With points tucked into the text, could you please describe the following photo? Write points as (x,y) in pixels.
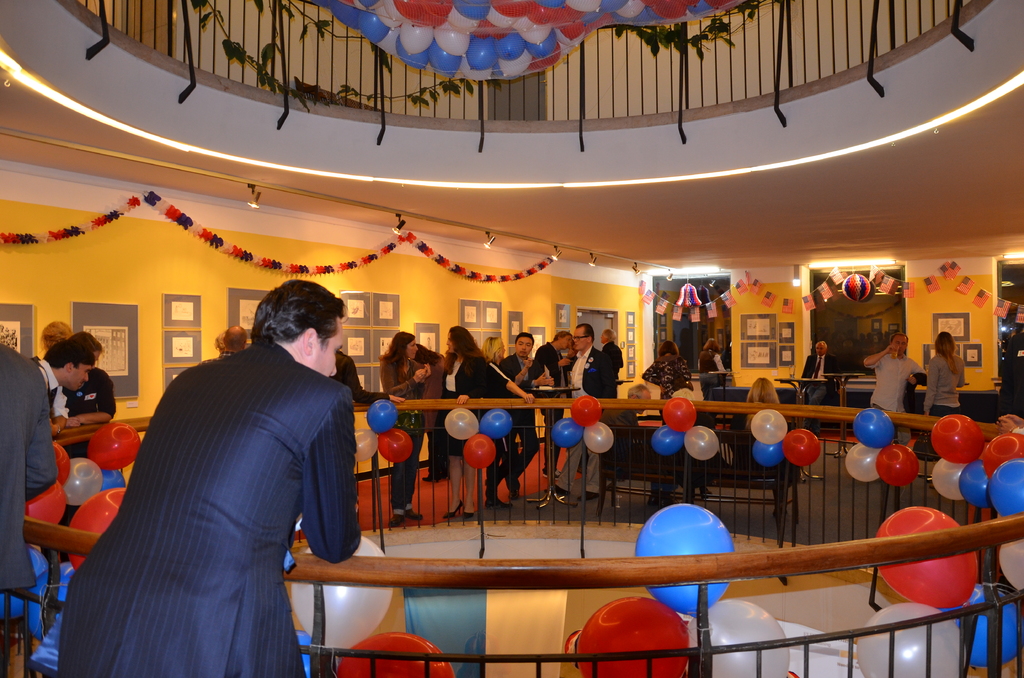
In this picture we can see the inside view of a building (275,250). Inside the building (50,550), there are groups of people (701,372), tables (811,379), a bench (714,459) and some decorative objects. There are balloons (761,413) to the railing (474,487). Behind the people (434,388), there are photo frames (438,339) attached to the walls (89,242). At the top of the image (412,19), there are balloons (429,32), iron grille (244,10) and a plant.
